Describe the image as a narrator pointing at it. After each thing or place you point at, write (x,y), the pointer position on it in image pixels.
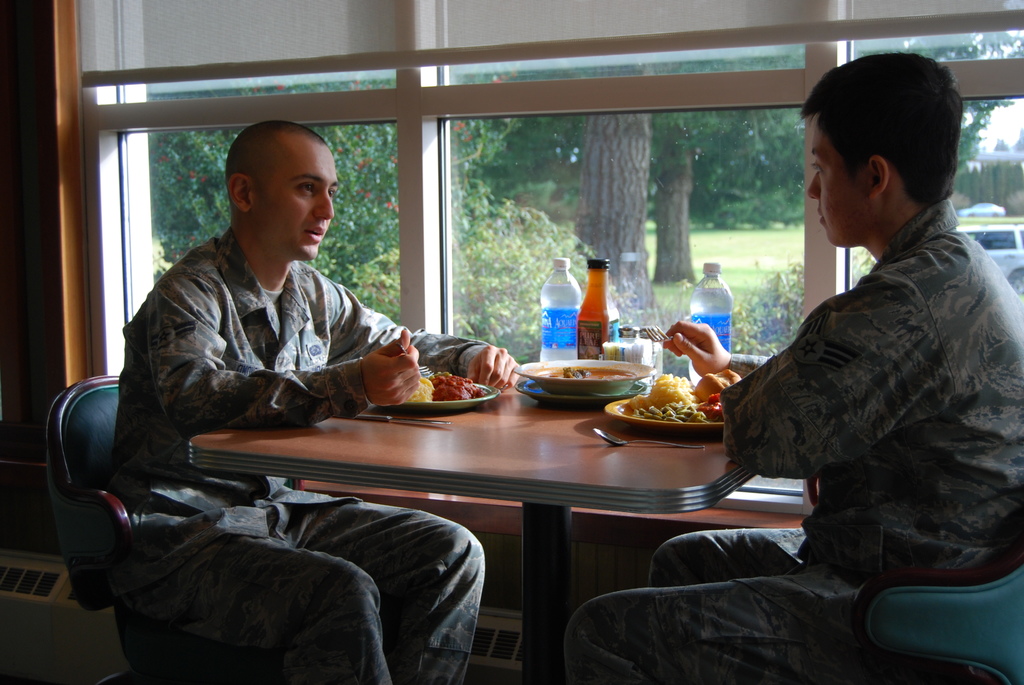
Two persons (308,620) are sitting on chairs (921,581) and facing each-other. In-front of them there is a table (419,427), on this table (590,431) there are plates (623,393), bottles (710,318) and jar (630,341). This two men (673,346) are holding forks (429,375). In-front of them there is a food (691,393) in a plate (467,403). From this window (270,110) we can able to see vehicles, trees (669,130) and plants (506,254).
